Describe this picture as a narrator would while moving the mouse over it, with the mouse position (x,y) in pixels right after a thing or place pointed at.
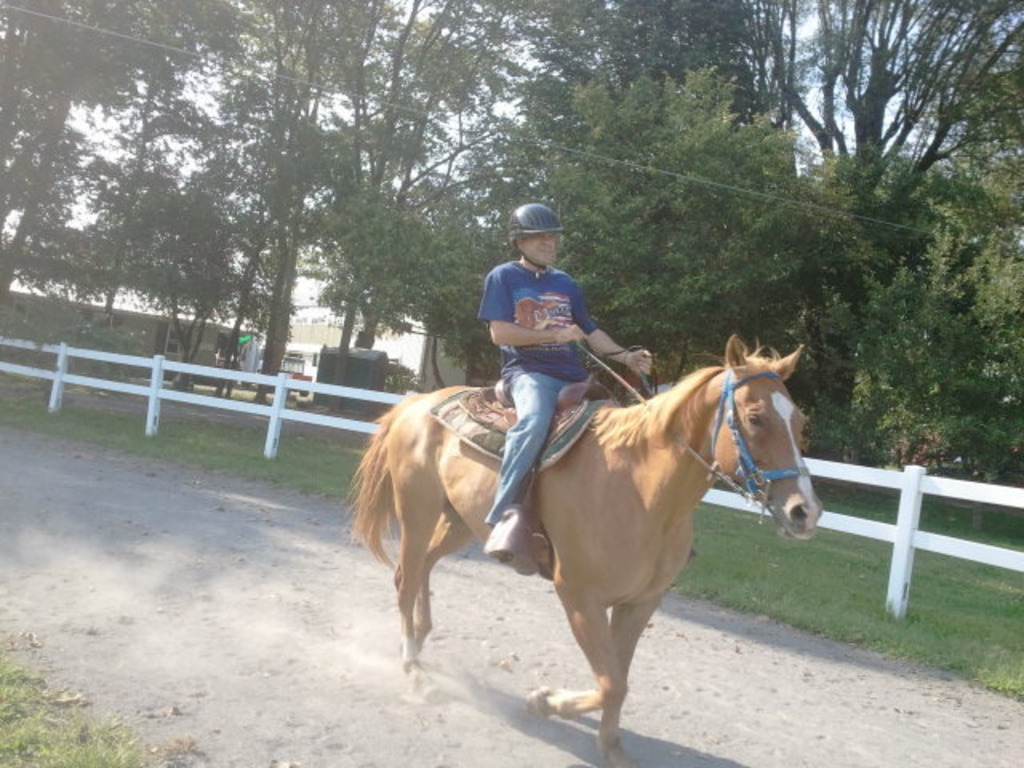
In the image there is a man (532,303) in blue t-shirt (532,303) and jeans (541,428) sitting on a horse (601,561) walking on a path (188,479) and behind there is fence (906,543) on the grassland (865,587) and over the background (1001,236) there are trees (212,153).
